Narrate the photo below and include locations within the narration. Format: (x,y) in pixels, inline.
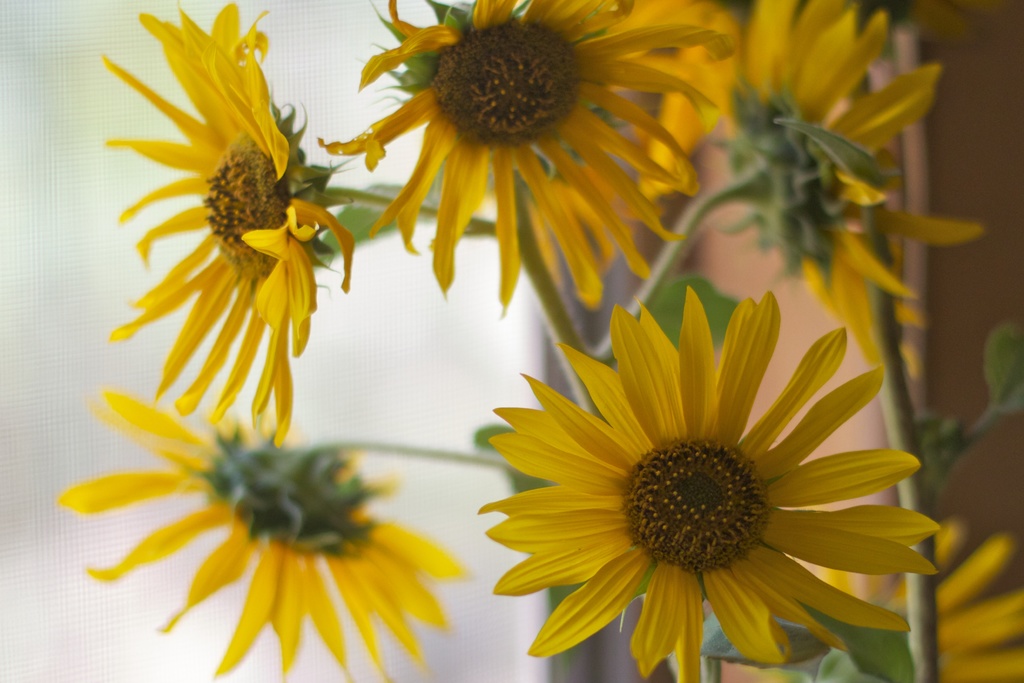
In this image I can see sunflower plants (702,455). The background of the image (629,275) is blurred.
